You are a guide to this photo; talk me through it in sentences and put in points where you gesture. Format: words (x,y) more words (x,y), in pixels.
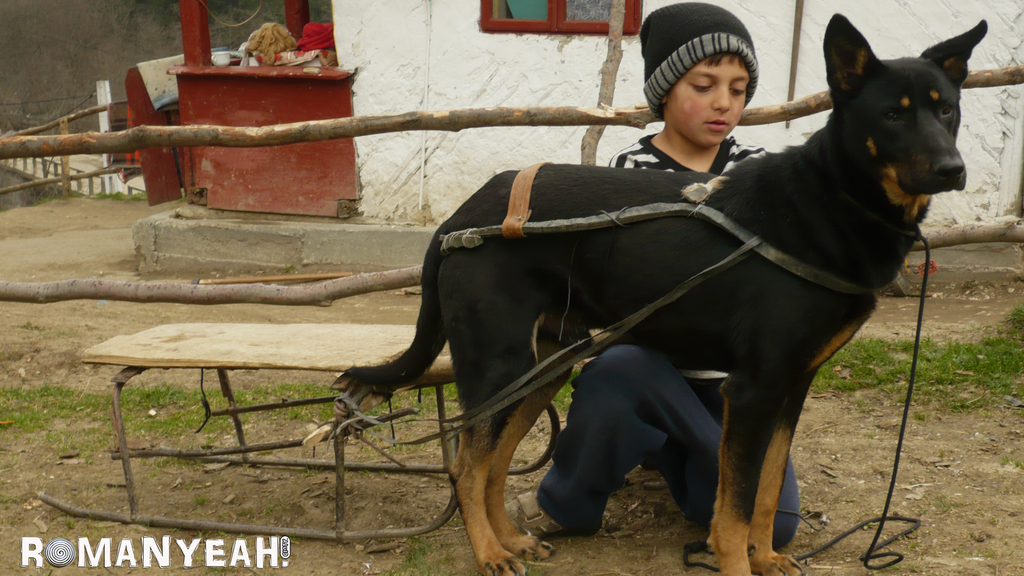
In this image, we can see a dog (619,204) with ropes (740,226) and there is a kid (687,110) wearing a cap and there is a wooden stand (246,362) and we can see some logs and there is a shed (506,52) with a window (501,22) and there are some objects (218,64) on the table (212,75) and there is a wall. At the bottom (67,401), there is ground (76,445) and we can see some text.
